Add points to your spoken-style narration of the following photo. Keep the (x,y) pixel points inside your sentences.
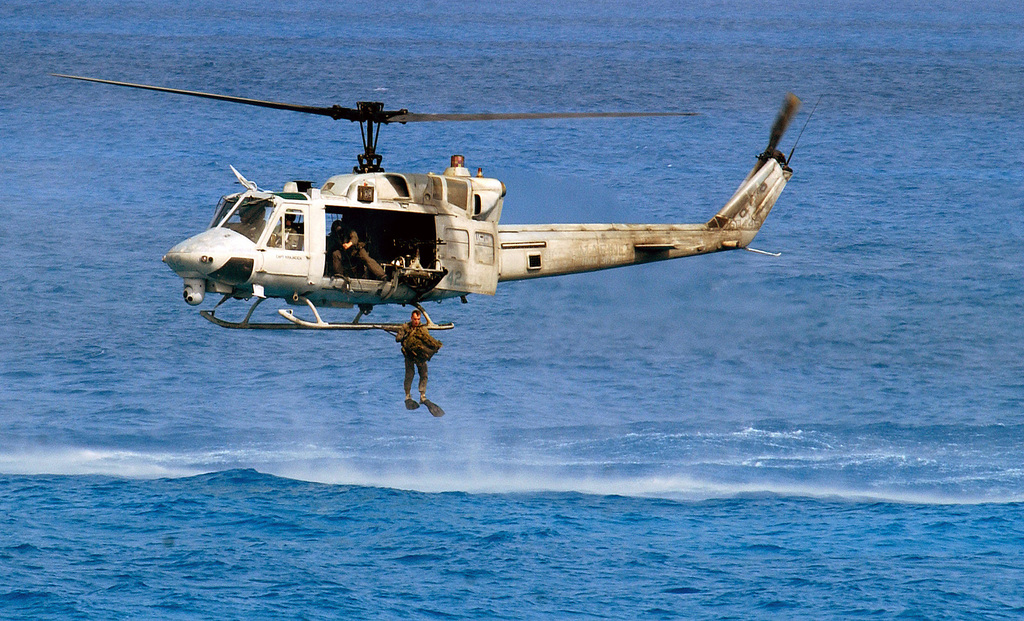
In this image I can see a helicopter (447,285) in the air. I can also see people (353,239) and the water (713,417) in the background (719,424).
